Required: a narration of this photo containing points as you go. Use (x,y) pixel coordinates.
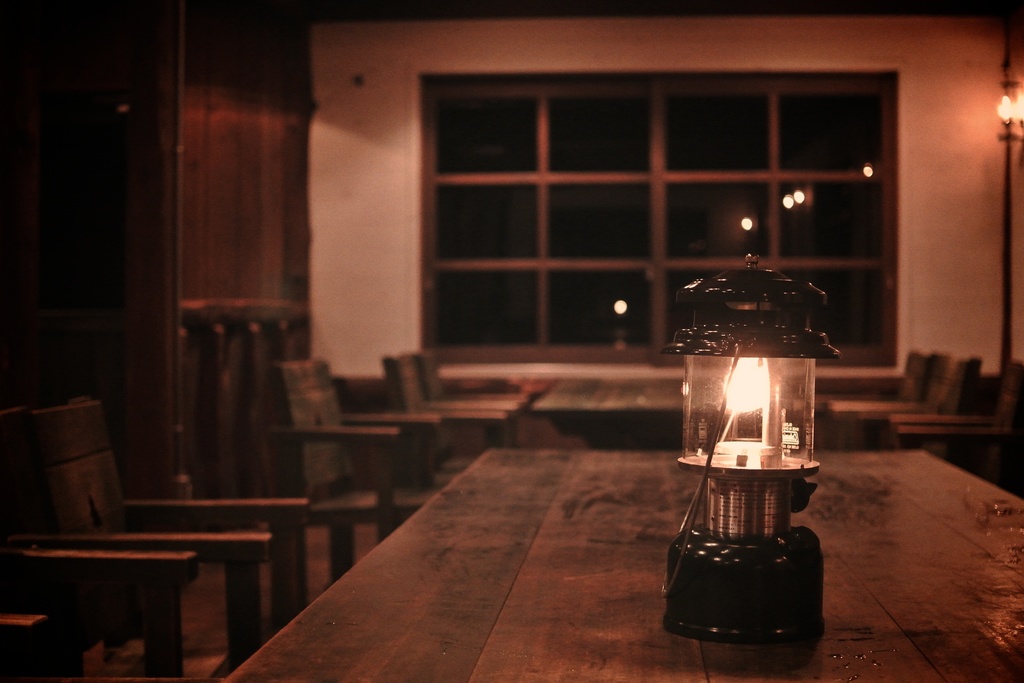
Here in this picture we can see a lantern (698,380) present on a table (642,616) and we can also see other tables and chairs (391,481) present and we can see glass window (651,209) present and we can see other lights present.
